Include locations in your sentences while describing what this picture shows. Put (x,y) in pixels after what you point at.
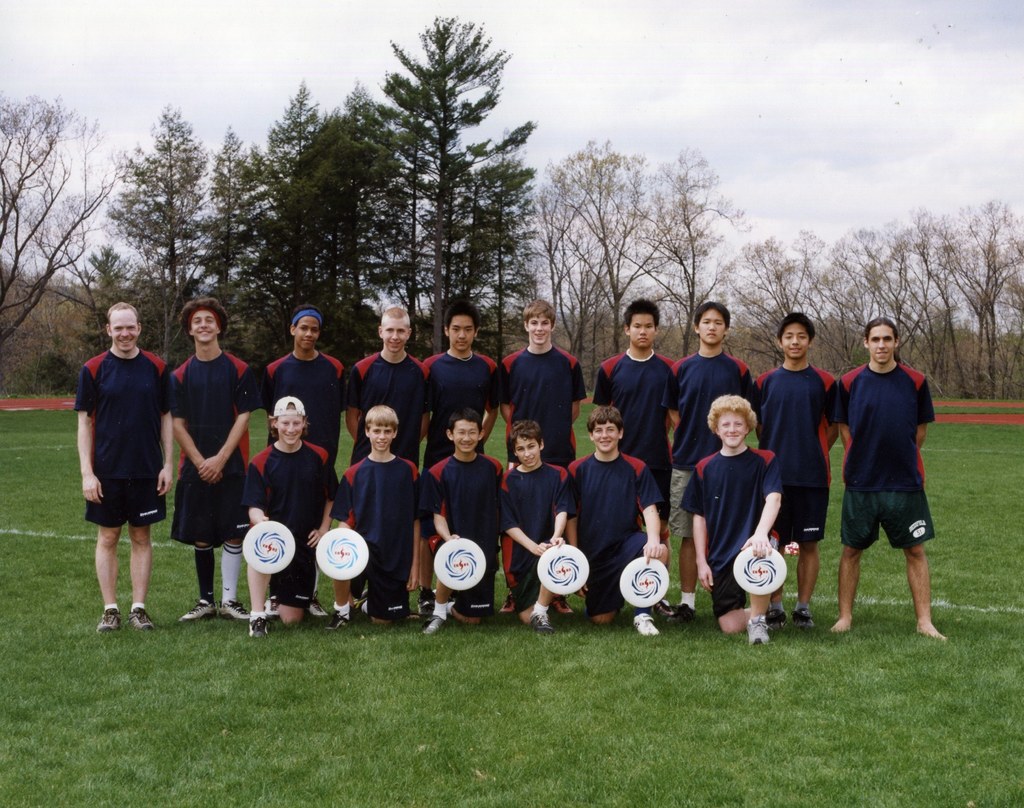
In this image we can see a group of people (548,419) standing on the ground (412,631). We can also see some people (262,600) sitting on their knees (297,619) holding some circular boards (274,560). On the backside (262,378) we can see a group of trees (315,297) and the sky (699,202) which looks cloudy.
